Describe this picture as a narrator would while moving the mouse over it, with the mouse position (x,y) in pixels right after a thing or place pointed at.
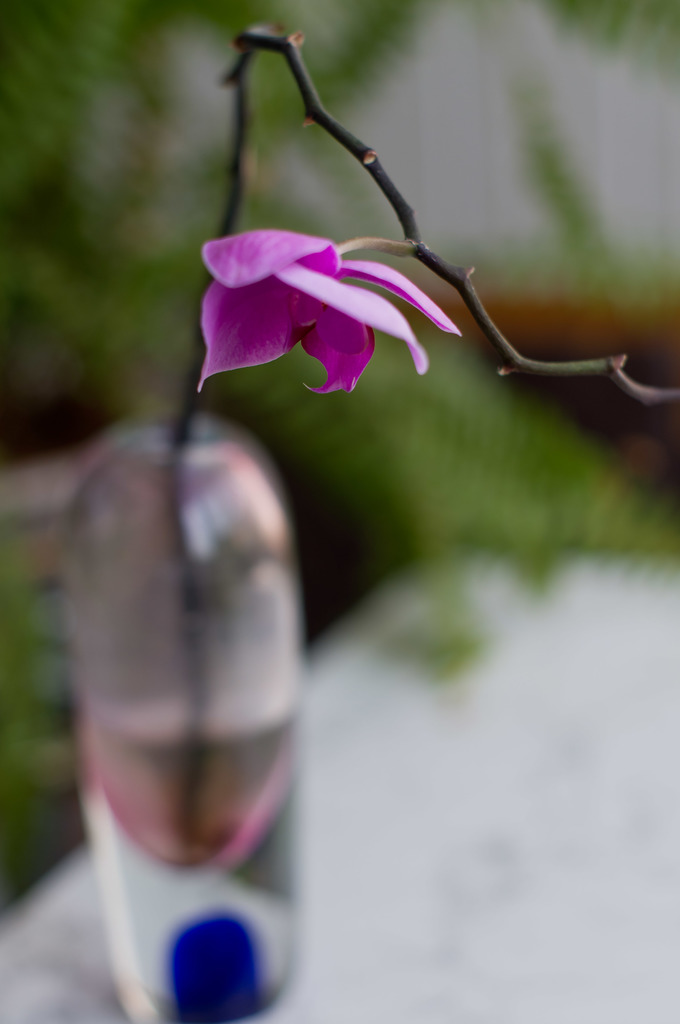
In this picture there is a pink flower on the stick (618,368). The stick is in the bottle (285,664). in the back (436,344) we can see the wall (607,115) and plants (12,133).
